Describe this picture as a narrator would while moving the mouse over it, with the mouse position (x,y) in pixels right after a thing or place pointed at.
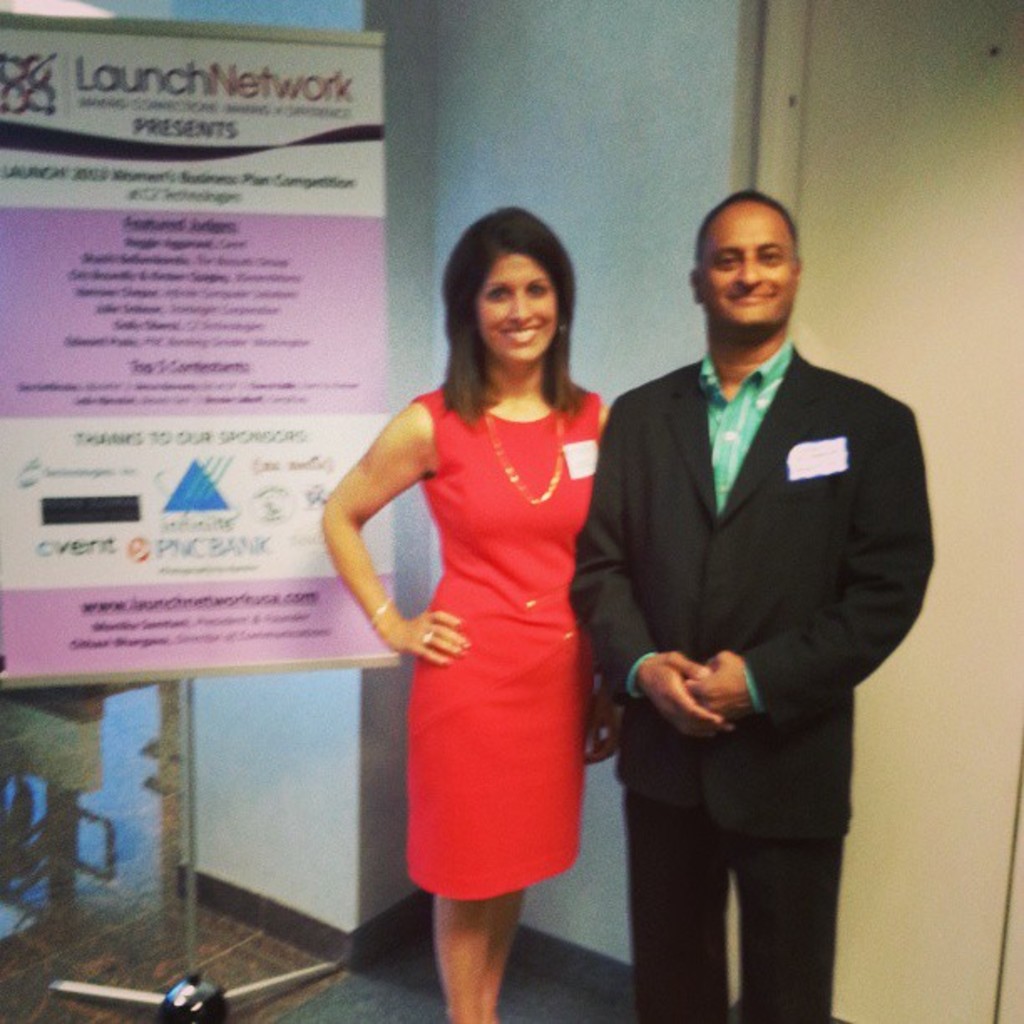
This woman (516,460) and this man (700,596) are highlighted in this picture. This woman (544,588) wore red dress (491,563), this man (794,489) wore black jacket (782,670) and black trouser (788,873). Backside of this person's (494,554) there is a pole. Wall (641,72) is in white color.
